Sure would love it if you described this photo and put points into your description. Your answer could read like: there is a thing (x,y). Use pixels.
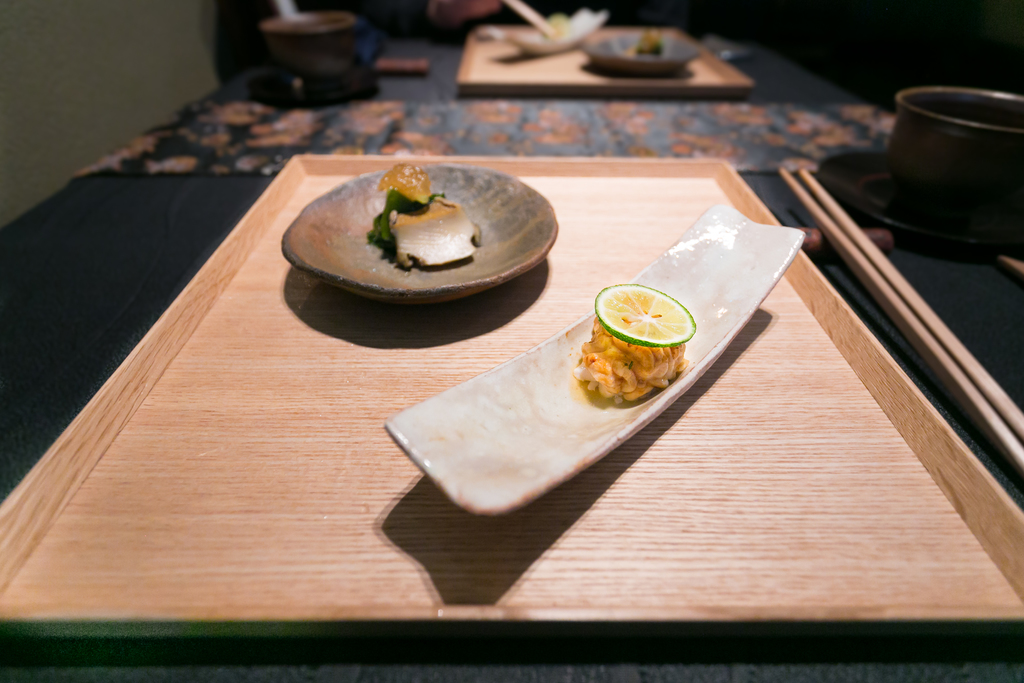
In this image there is food (451,220) in a plate (339,239), there is a lemon (655,334) and food (661,365) in another plate (561,376) placed in a wooden plate (335,380) in the table (170,220), there are 2 chopsticks (821,190), bowl (918,160), saucer (878,154).
